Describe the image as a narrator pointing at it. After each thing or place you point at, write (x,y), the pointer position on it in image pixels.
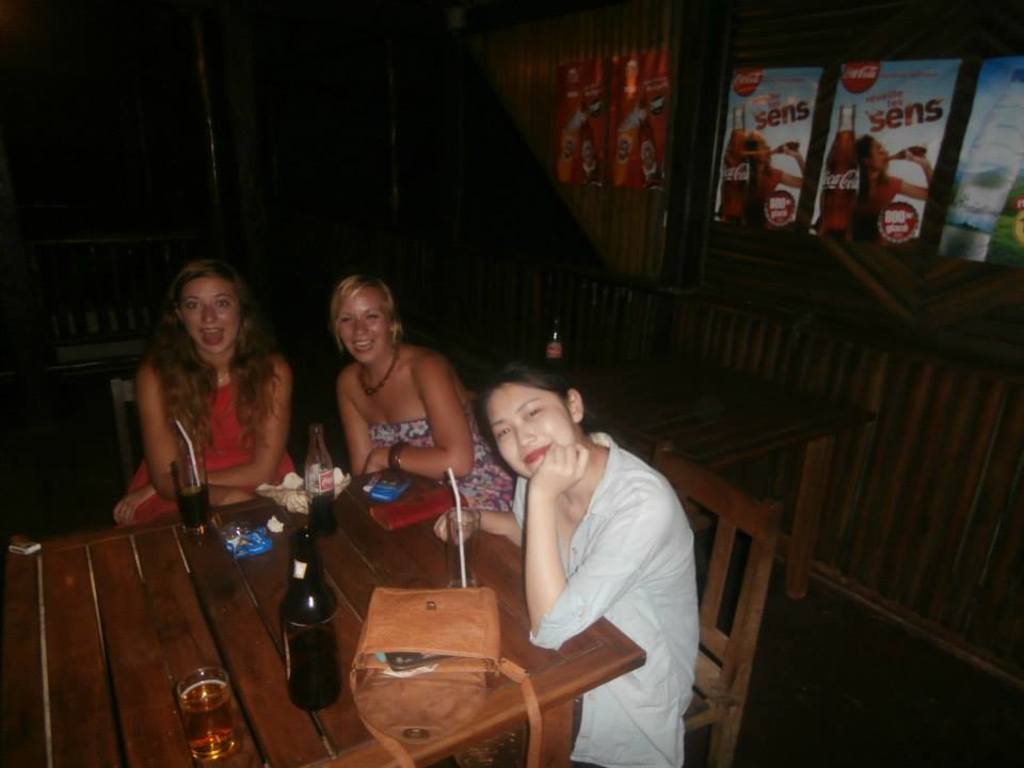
In this image there is a table (233,663) on the table (271,630) there are bottles (288,601), glasses (190,707), bag (420,608), pouch (394,506). There are chairs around the table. On the chairs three ladies (573,466) are sitting. They all are smiling. In the background (781,486) there are some posters (809,125) on the wall (817,140) and another table (626,394) there is a bottle (553,345) on it.
